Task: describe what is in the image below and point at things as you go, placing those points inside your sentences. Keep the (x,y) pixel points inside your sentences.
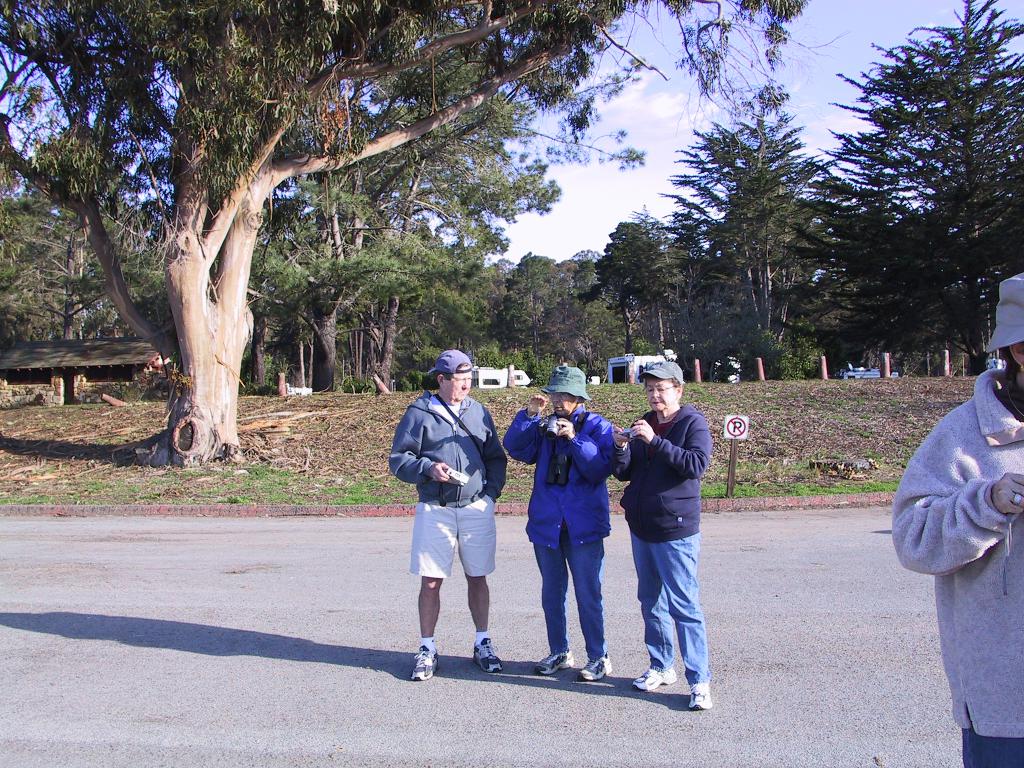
In this image we can see people (547,608) standing on the road (808,559). In the background (812,138) there are sky (683,138) with clouds (633,107), trees (355,264), sheds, barrier poles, sign board (746,416) and shredded leaves (775,385) on the ground (775,385).
